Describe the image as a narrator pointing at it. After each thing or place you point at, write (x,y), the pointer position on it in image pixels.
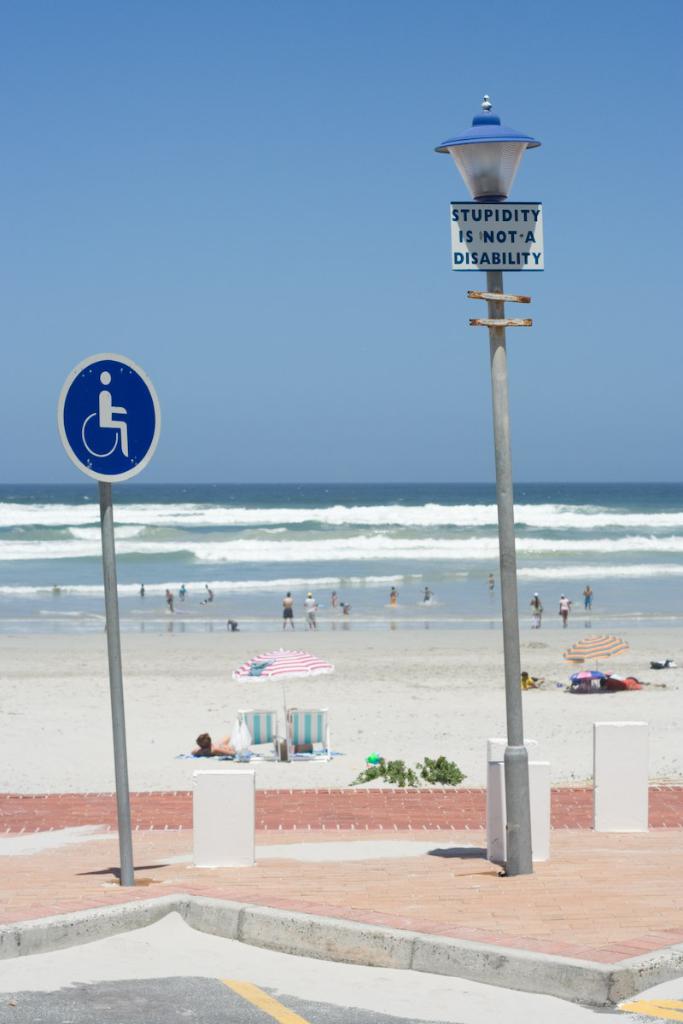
In this image we can see a few people (306,611) standing on the ground (358,667) and the other person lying on the ground (290,780). And we can see there are chairs (292,723), umbrella (590,687), pillars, boards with text (474,216) and image (121,412) and light pole (492,160). In the background (250,281), we can see the water (316,483) and sky (254,258).
